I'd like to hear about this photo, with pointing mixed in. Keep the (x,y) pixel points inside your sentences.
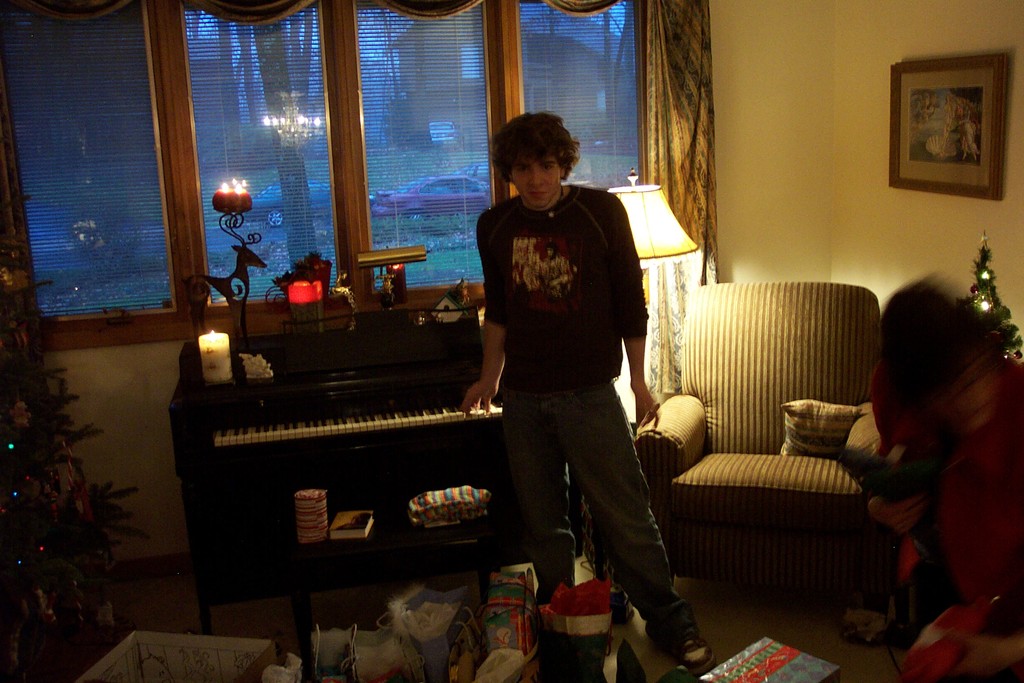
In this image we can see one person (638,337) standing in the middle (640,339) and placing his hand (491,402) on the Piano keyboard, we can see one chair (770,408) behind him, in front (577,651) we can see some clothes (576,638) and one box (230,671) here, on the left side of the image (50,487) we can see a plant (29,419), in the background (292,208) there is a window (310,168) and one curtain (682,81), on the right side of the image (881,110) there is a wall (943,212) and one portrait (952,180), there is a pillow (843,408) on the chair (866,353), we can see another person (972,498) on the right side of the image (967,521).
